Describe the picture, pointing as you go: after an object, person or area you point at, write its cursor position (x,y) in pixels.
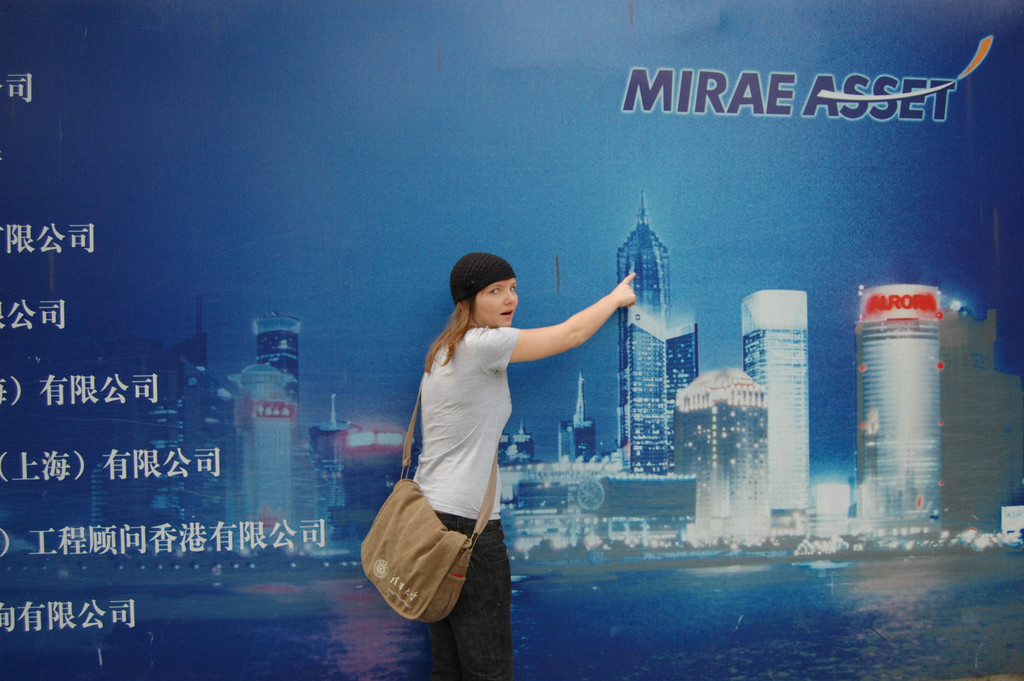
In this image, we can see a poster (703,268). In front of the poster (641,501), we can see a woman (459,416) wearing a shoulder bag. On the left side of the poster (182,379), we can see some text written on it. In the background (801,381), we can see some buildings (761,359) and towers (938,420). At the top of the poster (345,82), we can see a sky (592,157) and some text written on it. At the bottom of the poster (697,548), we can see some lights (981,534) and a water (782,613).
